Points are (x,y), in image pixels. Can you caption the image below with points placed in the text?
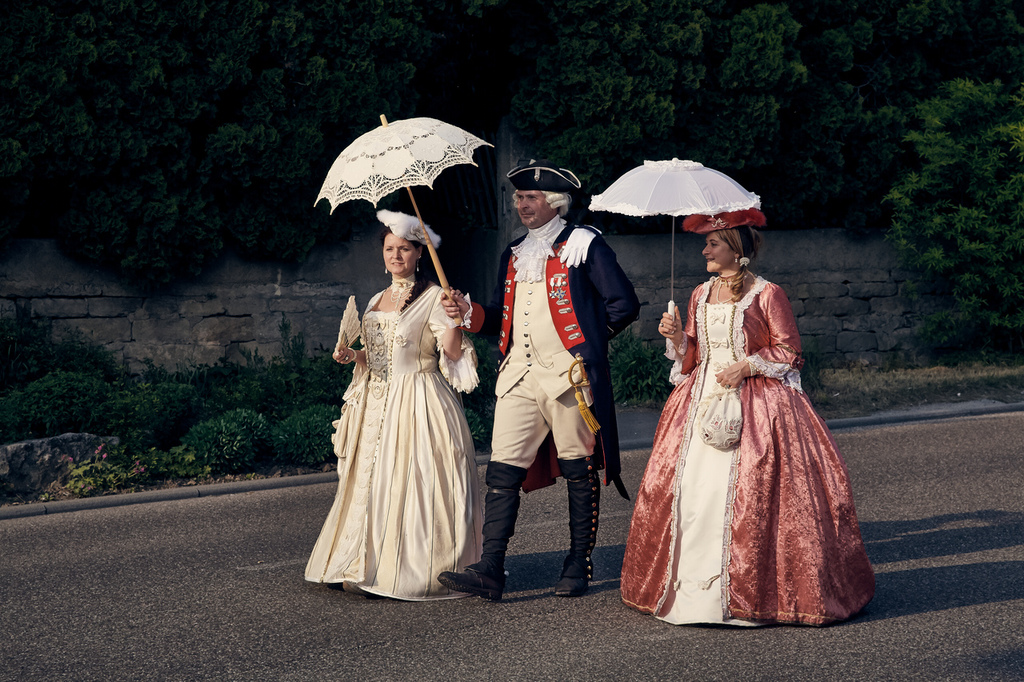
In this picture I can see few people (536,316) walking and a man (493,316) and a woman (753,411) holding umbrellas (411,155) and I can see a woman (415,318) holding a hand fan (357,332) in one hand (351,350) and another woman (753,428) holding a handbag (736,440) in her hand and I can see trees (551,113) and plants (137,450) and a wall (238,357).
